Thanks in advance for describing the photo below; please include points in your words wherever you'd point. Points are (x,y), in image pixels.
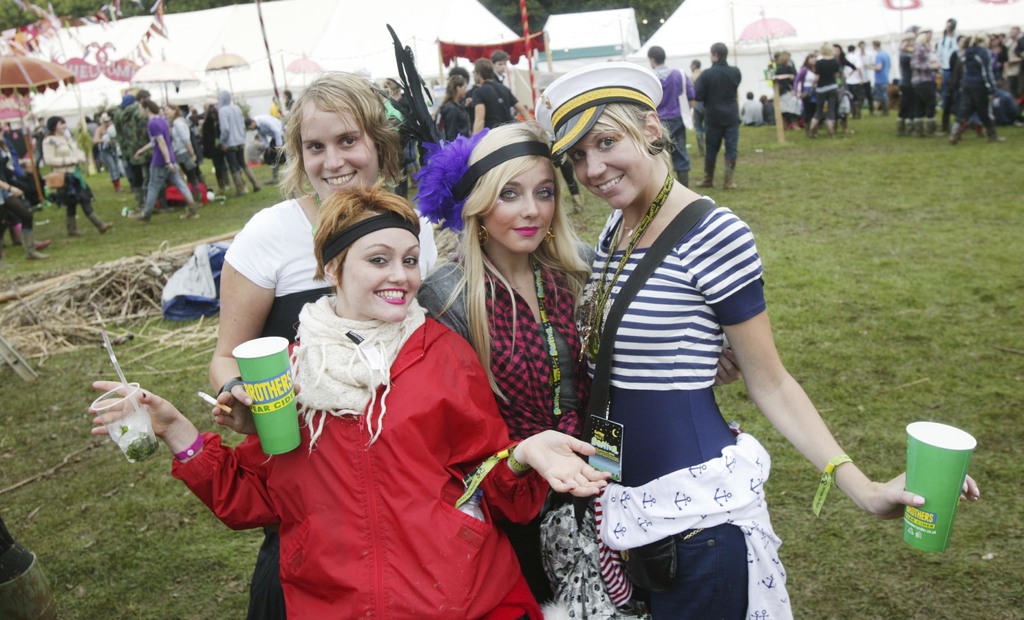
In this image, I can see four persons (373,322) standing and smiling. Behind the people (378,228), there are groups of people (261,141) standing on the grass (76,394), umbrellas (763,38), decorative banners (457,56) and few other objects (173,260). In the background (292,56), these are looking like tents (288,43).
